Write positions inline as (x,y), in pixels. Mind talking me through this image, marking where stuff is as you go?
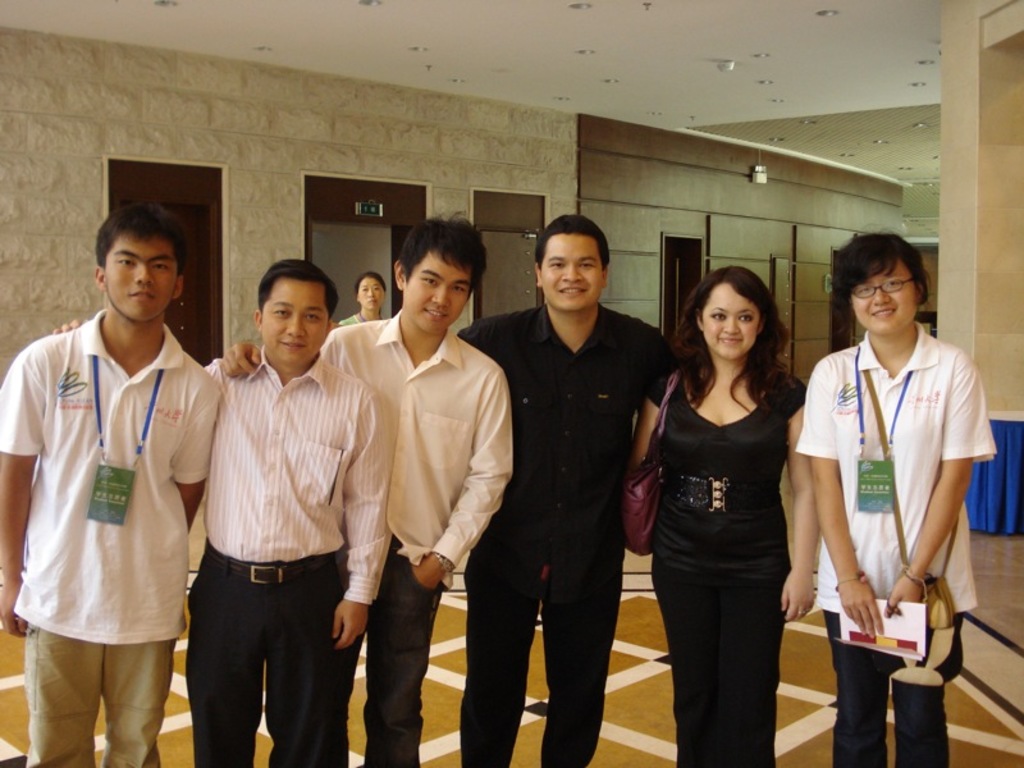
In this image there are people (764,487) standing on the floor (613,709). Behind them there is a woman (374,290). Right side (911,621) there is a woman (876,530) carrying a bag (937,610) and she is holding a paper (880,635). Right side (1000,433) there is a table (1006,527) on the floor (975,640). Background (86,227) there is a wall (77,272) having doors (516,286). Top of the image (782,17) lights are attached to the roof (885,78).
